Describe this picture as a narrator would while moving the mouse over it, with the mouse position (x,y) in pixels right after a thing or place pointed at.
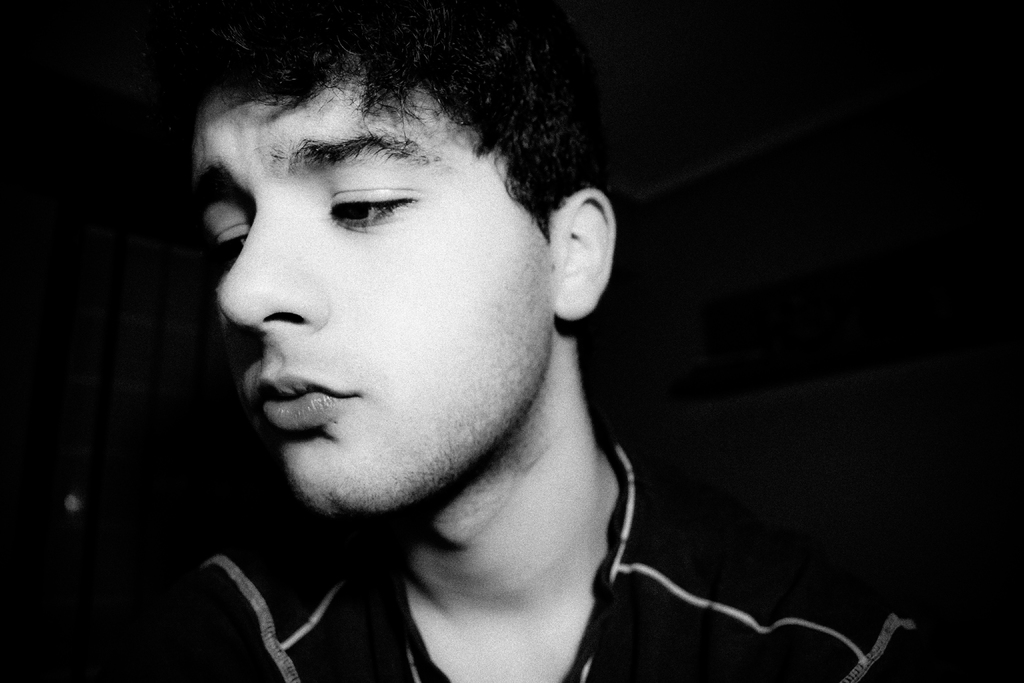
In the foreground of this black and white image, there is a man (513,577) in the dark.
